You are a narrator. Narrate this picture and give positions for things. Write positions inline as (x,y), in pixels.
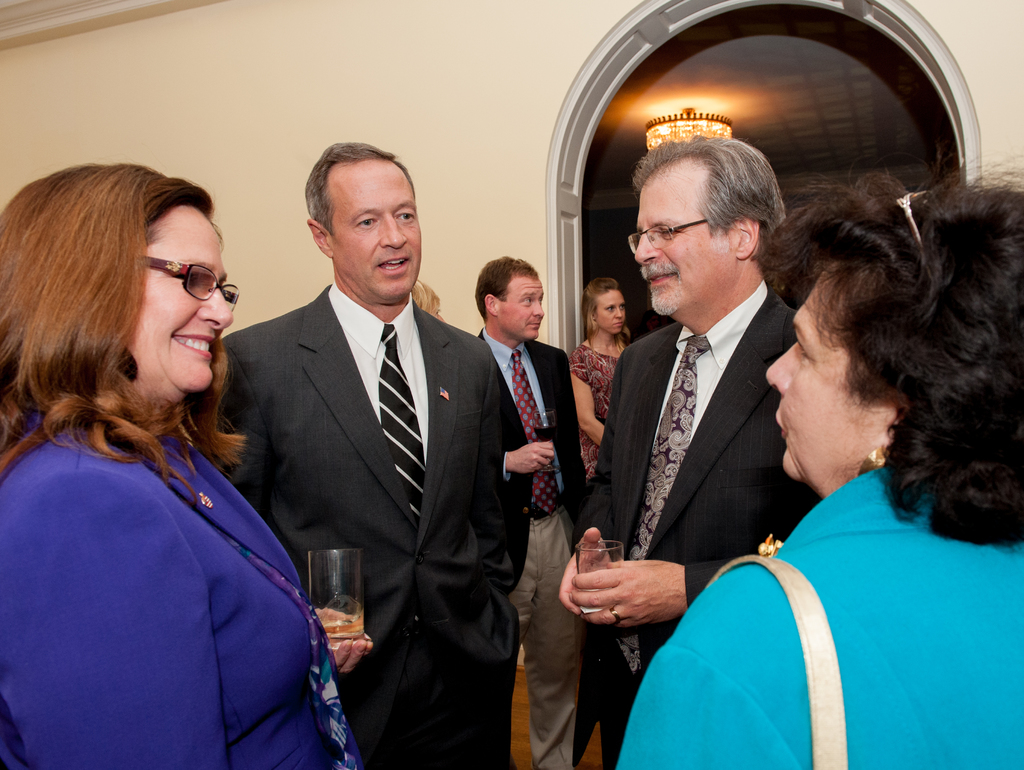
In this image we can see a few people (447,513) standing, among them some people (421,535) are holding the glasses (345,618), in the background (887,47) it looks like a building (597,148), at the top of the roof (708,109) we can see a lamp (698,123).
